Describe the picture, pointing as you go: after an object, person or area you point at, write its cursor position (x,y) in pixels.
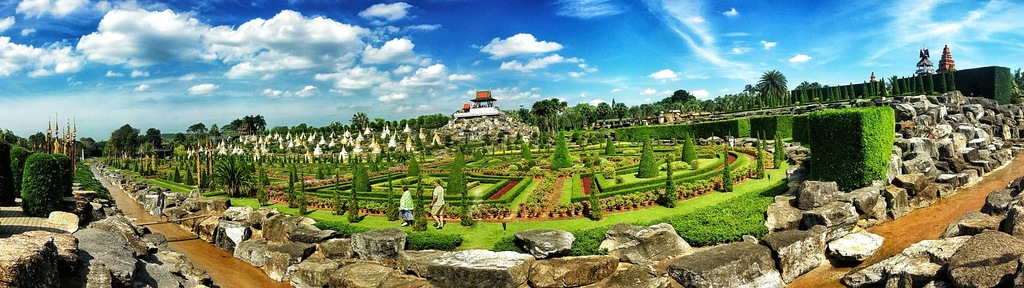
In this image I can see people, the grass (694,204), plants (640,156), trees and a path (144,217). In the background (89,122) I can see houses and the sky (389,18).
